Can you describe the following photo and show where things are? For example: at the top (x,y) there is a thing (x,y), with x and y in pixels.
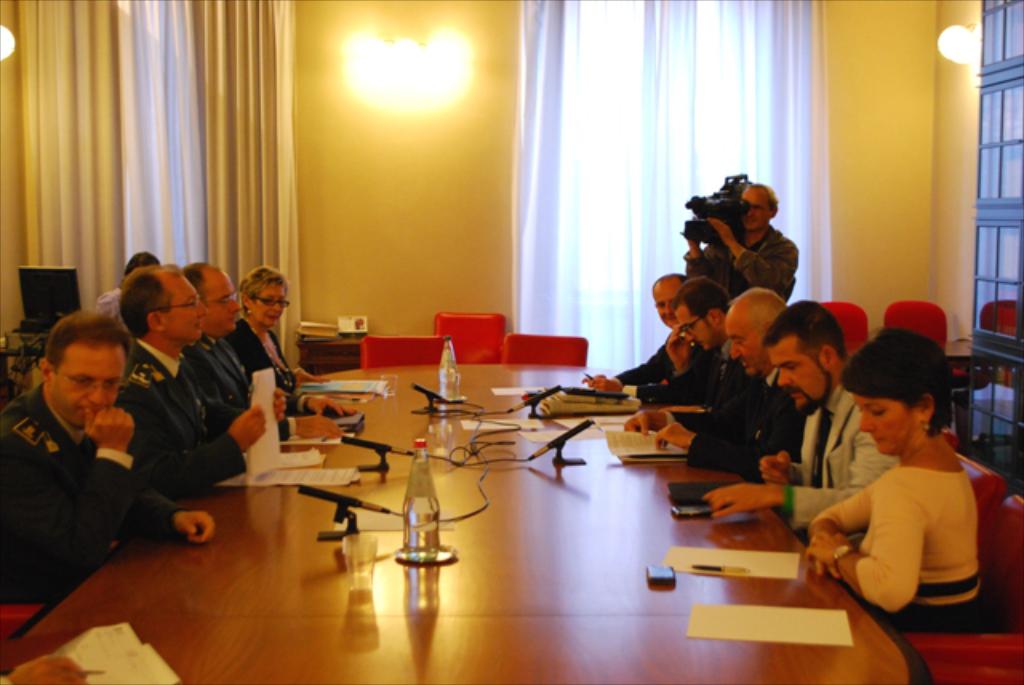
There are eleven members (728,367) in this room (715,339). Out of which five members (191,476) are sitting on the left (42,502) and five members (683,360) are sitting on the right (724,442). There is a one person (777,287) standing on the right middle (769,251), holding a camera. There is a table (367,679) in the center (433,421), where two bottles (432,528) are kept and some papers (315,462) are there and I can see a mobile (662,584), pen (714,569) and so on. In the background (215,238) left, I can see a curtain (114,76) with white in color and with light yellow in color. In the background (310,50), I can see a wall (306,171) with light yellow in color and a lamp (408,43) on top (396,63), beside a white color curtain (787,87) on the right (689,116). In the middle of a background (395,339), I can see three chairs (385,347) with red in color. There is a table stand (310,366) where book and frame (340,326) is kept. On the right top (1013,22), I can see a glass window (992,247) and a lamp light (963,36) on the left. In the left of the middle, I can see a system (72,286) where a person (113,308) is sitting in front of that. All the members (226,300) are looking at the table (469,547) and each other.
